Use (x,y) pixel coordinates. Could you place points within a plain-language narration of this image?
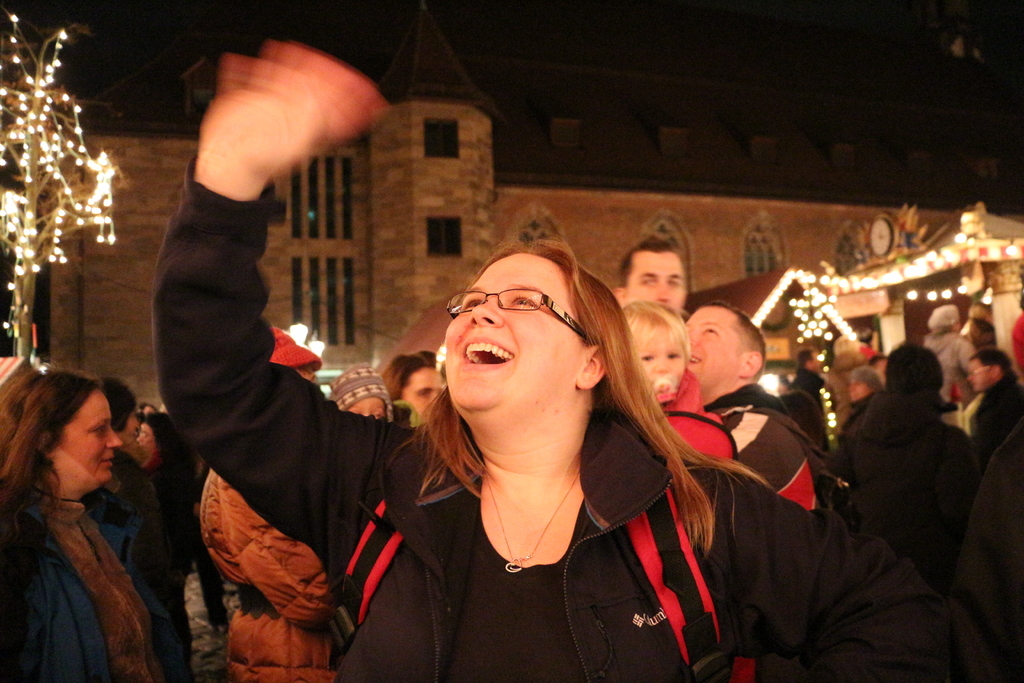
It is a party, there are many people (492,389) gathered in an area (372,403) and behind them there is a building (776,256) decorated with many lights (945,295) and in the front (308,491) there is a woman (761,557), she is wearing a backpack (681,603) and she is smiling and waving. Behind the woman (721,473) on the left side (53,189) there is a tree (61,230) it is also decorated with many lights (16,255).
